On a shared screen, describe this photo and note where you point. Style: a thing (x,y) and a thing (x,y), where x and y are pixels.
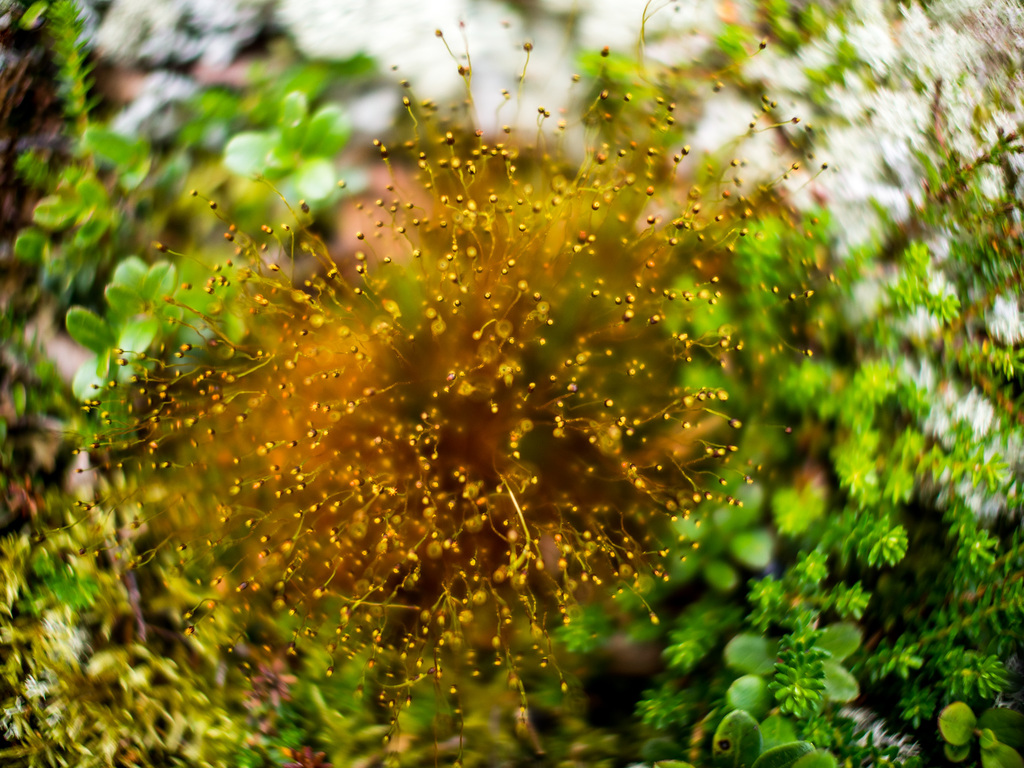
In this image i can see there are some kind of flower (262,554) in the foreground (326,618) and at the back (176,293) there are some leaves (132,278) and plants (798,574).
